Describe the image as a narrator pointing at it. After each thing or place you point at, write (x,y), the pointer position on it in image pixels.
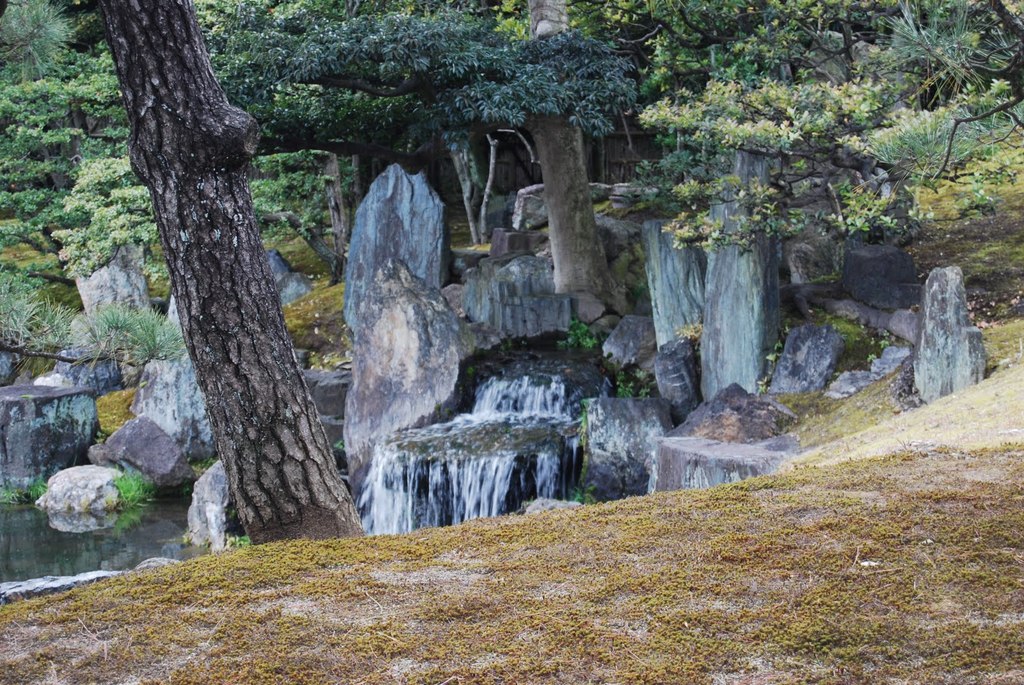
In the foreground of this image (613,585), there is grass land (920,613) and a tree trunk (296,471). In the background (528,412), there is waterfall (428,495), rocks (725,362), water (143,515) and trees (677,19).
